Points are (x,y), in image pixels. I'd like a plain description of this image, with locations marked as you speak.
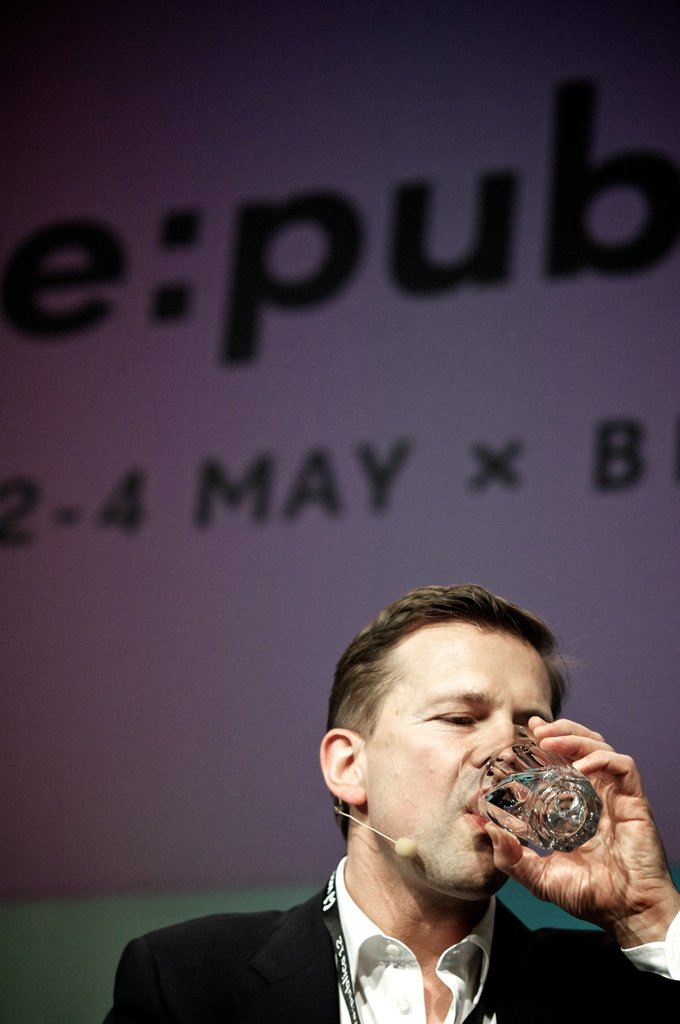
There is a person (397,913) in black color suit (285,970), wearing a mic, holding a glass (582,779) with one hand (610,782) and drinking the water (498,795). In the background (248,803), there is a purple color hoarding (340,132), near a wall (56,967).
